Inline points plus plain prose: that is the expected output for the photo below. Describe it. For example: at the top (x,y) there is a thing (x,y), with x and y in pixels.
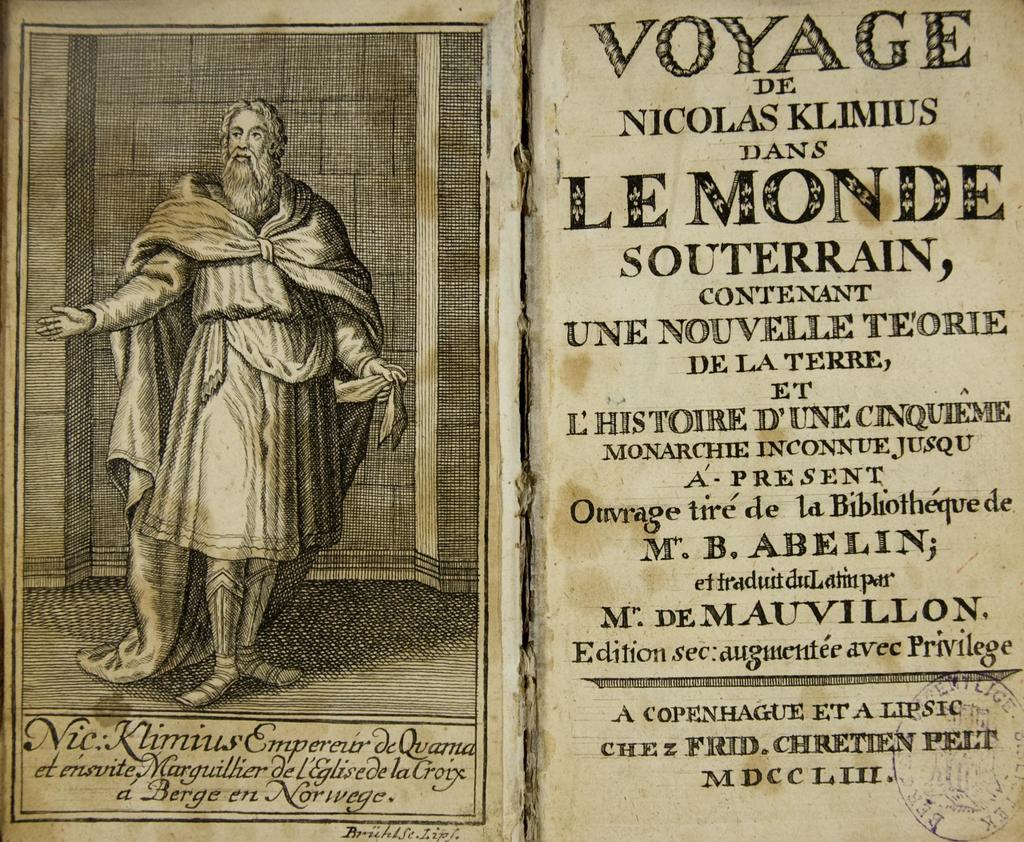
This is the picture of a book (519,582). On the left side of the image (180,109) there is a picture (315,170) of a person (178,367) standing. At the bottom (277,788) there is a text (277,788). On the right side of the image (995,772) there is a text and there is a stamp (971,735) on the paper (922,745).
